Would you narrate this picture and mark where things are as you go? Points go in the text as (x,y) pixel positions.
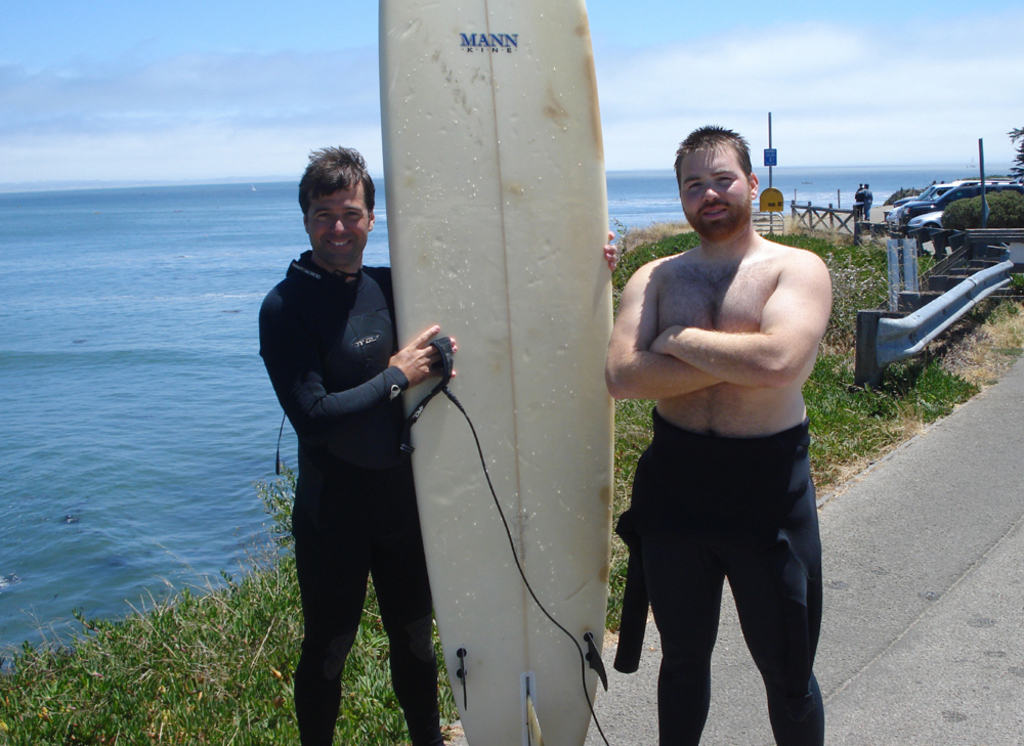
Man (356,376) in black t-shirt (334,408) is holding surfing board (410,314) in his hand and he is smiling. Beside him, we see man (779,354) in black pant (683,428) is standing on road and he is also smiling. Behind them, we see iron railing (881,326) and beside that, we see many cars (940,194) parked and behind these people (768,348), we see water (129,289) in river (140,483) or ocean (181,288) and on the top of the picture (142,103) we see sky (254,58) which is blue in color.
